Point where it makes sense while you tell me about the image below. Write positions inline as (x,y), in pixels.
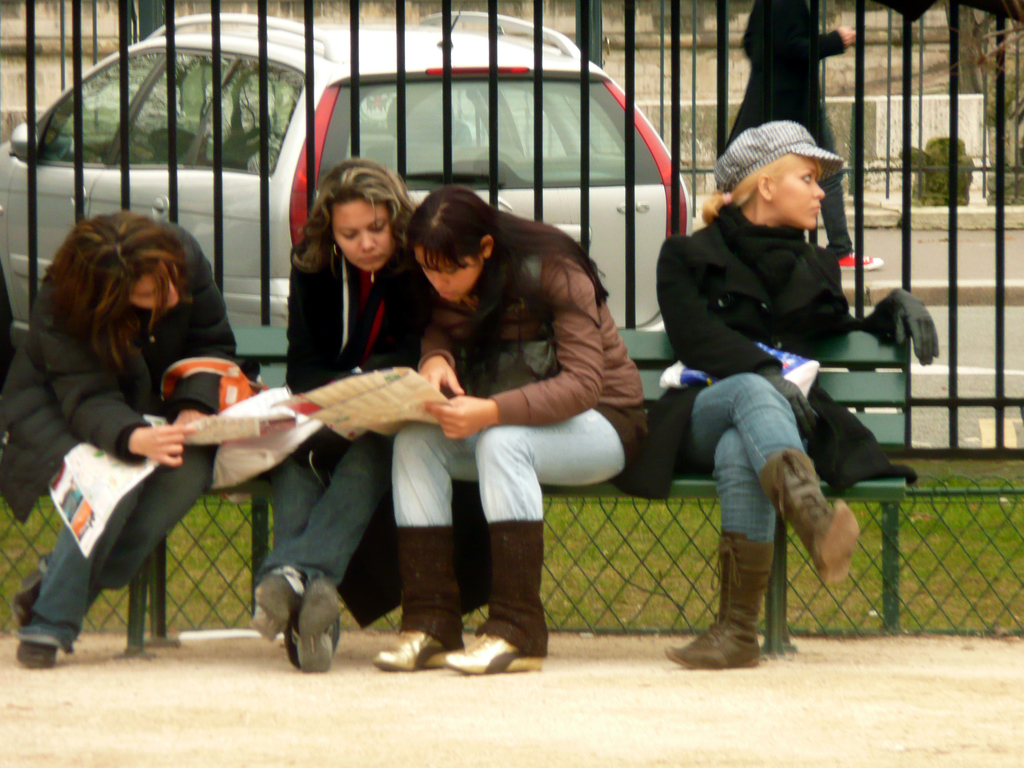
In this image there are four girls (590,419) sitting on the bench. Three girls (439,379) on the left side (319,347) are reading the news paper (397,391). The girl (684,335) on the right side (715,311) is looking back. In the background (588,48) there is a fence (310,48). Behind the fence (490,109) there's a road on which there is a car (555,124). There is a person (762,59) walking on the footpath (970,264).
